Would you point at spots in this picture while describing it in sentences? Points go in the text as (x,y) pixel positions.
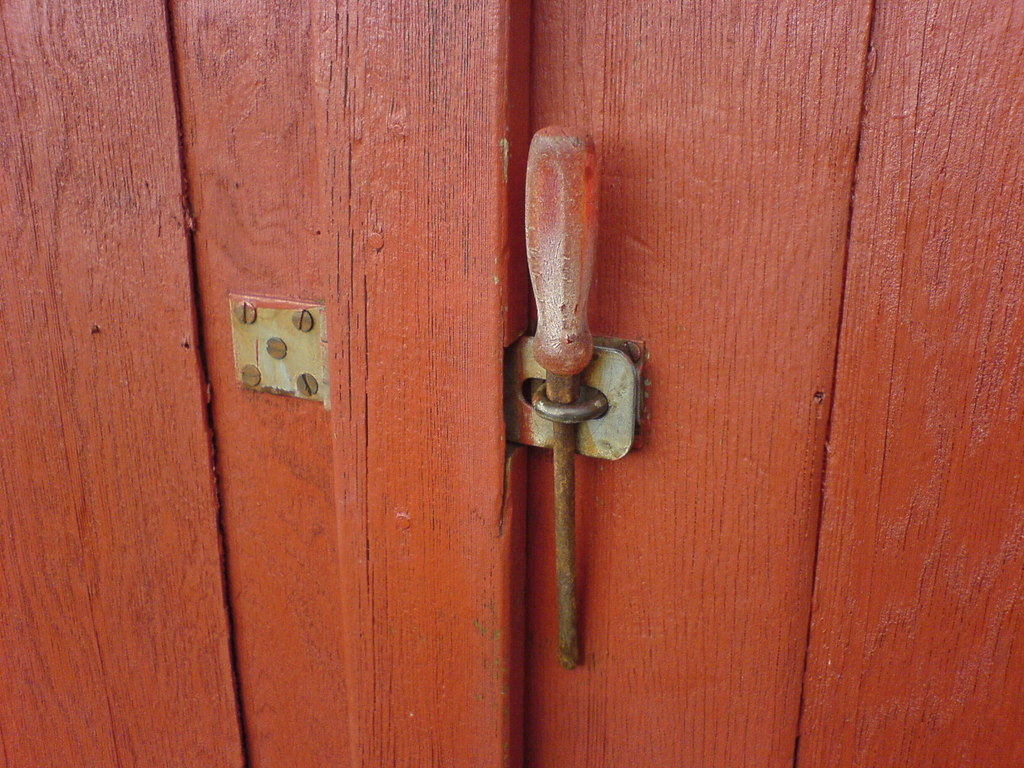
In this image we can see a door (583,661). It is locked with a screwdriver (564,310).
